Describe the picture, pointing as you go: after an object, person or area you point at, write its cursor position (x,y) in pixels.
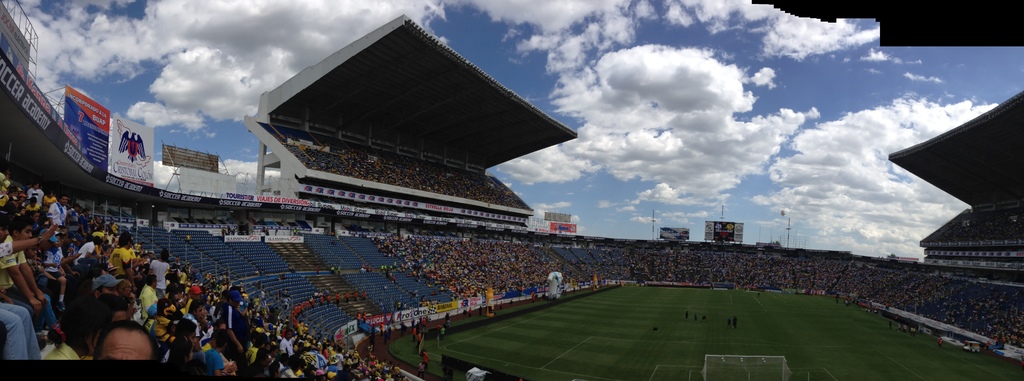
In this image we can see some people (344,360) and there is a stadium (669,331) and we can see the ground (623,305) in the middle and there are some boards (63,140) with pictures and text (175,193) and at the top (903,57) we can see the sky (844,231) with clouds (810,227).
